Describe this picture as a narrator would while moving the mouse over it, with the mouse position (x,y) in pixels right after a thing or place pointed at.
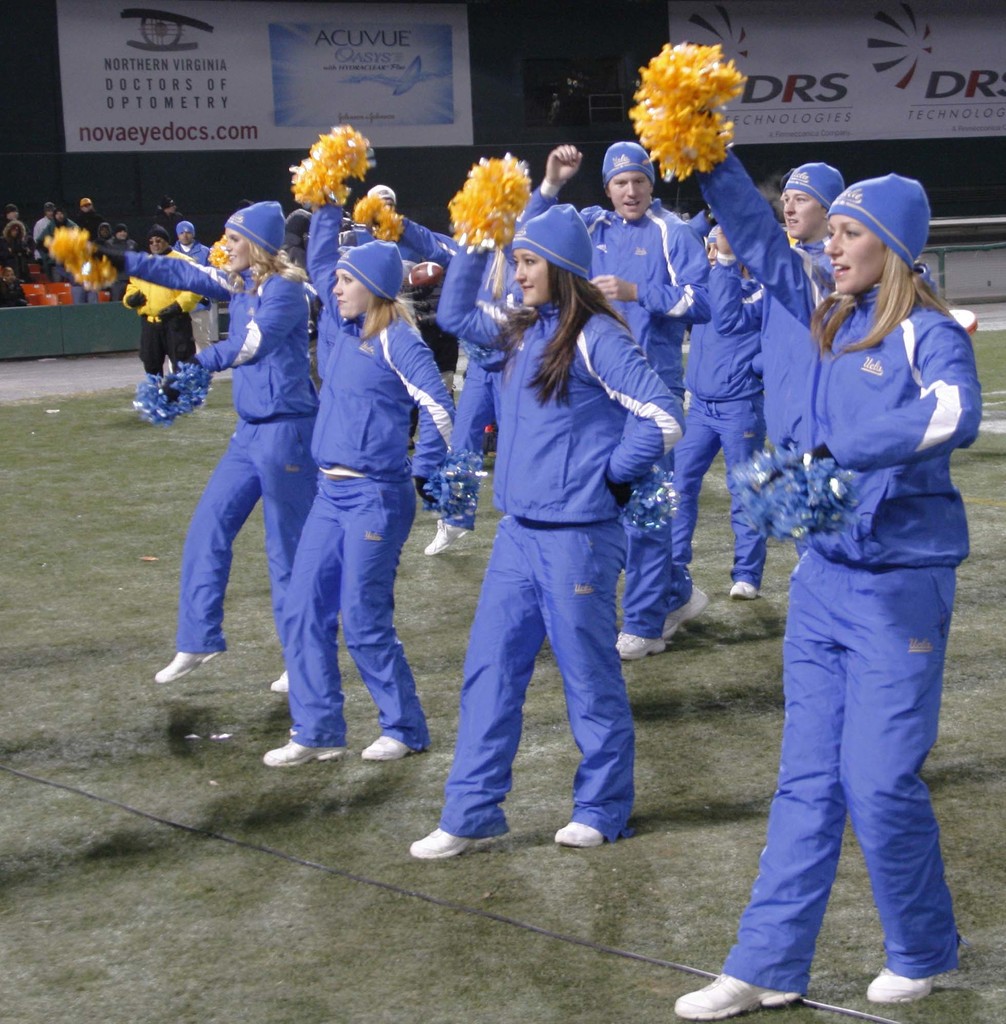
In the image there are a group of people (518,360) dancing by holding some objects (67,251) in their hands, behind them they are banners (939,56) and other people (66,219).
